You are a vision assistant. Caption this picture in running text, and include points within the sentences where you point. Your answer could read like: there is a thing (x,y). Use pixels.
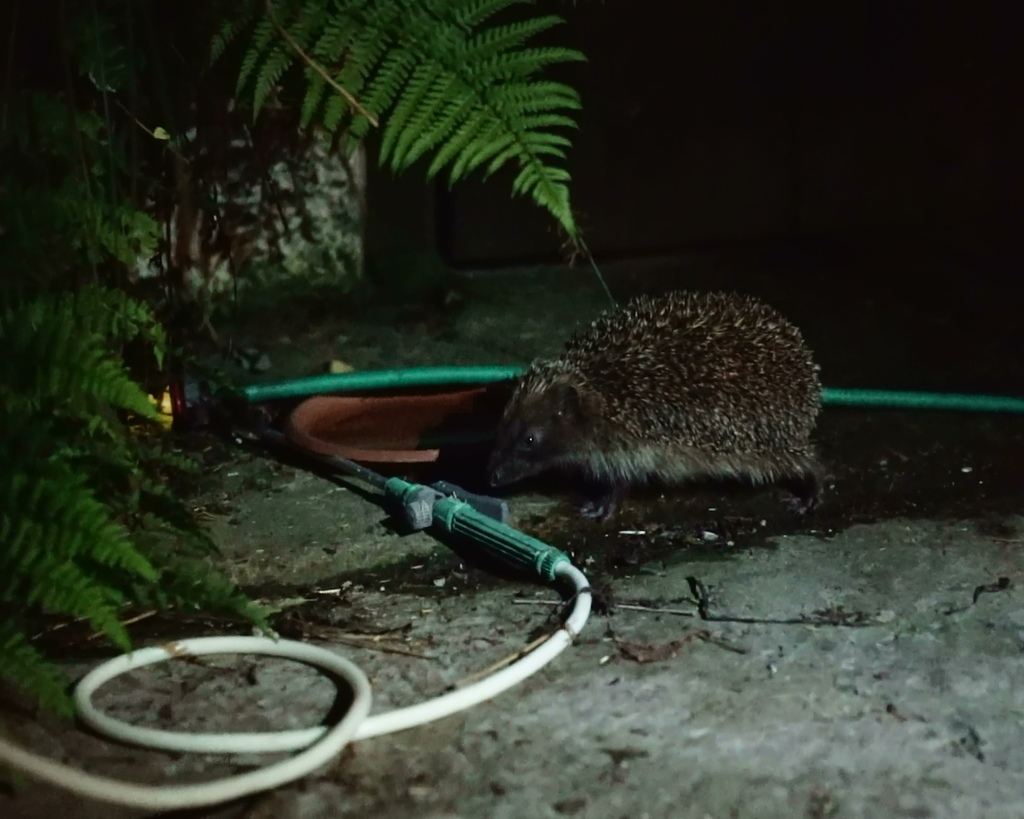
It is a hedgehog (729,399) in the middle of an image (670,415). On the left (63,246) there are leaves (434,72) of the plant (126,315).
